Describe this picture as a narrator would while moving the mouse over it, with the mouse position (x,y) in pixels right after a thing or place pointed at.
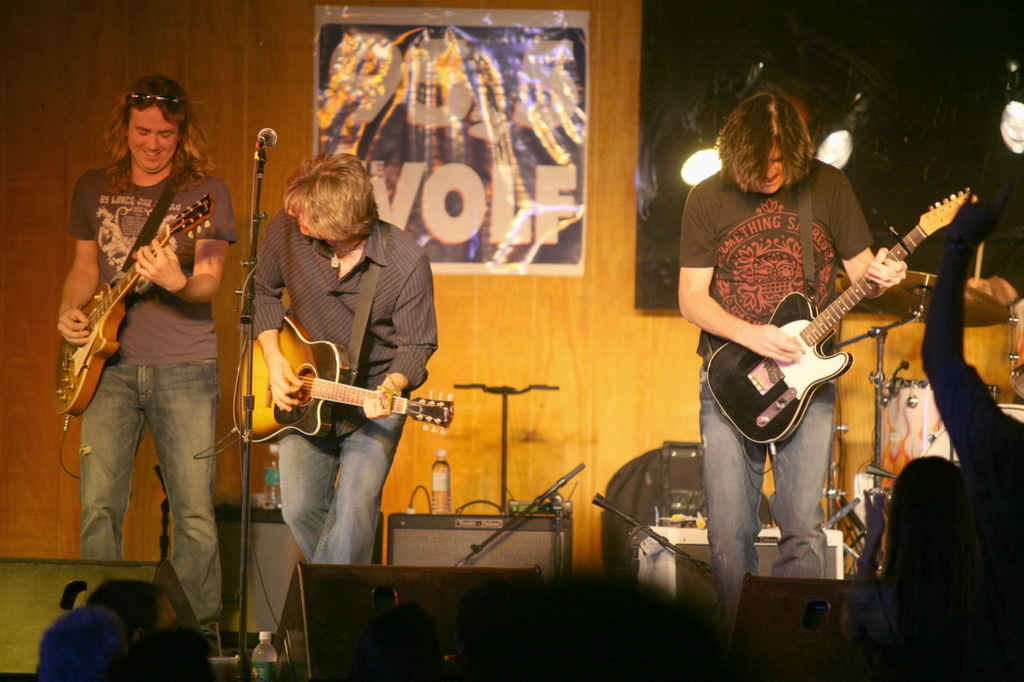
In this image there are four people (787,237) on the stage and audience (941,374) are opposite to them. This three people (375,371) are playing guitar (807,337) and one playing drums (986,307) and in the middle of the image (652,455) there is a speaker (448,543), bag (632,482), and a bottle (441,481) and microphones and at the back (495,71) there is a banner (484,111).
